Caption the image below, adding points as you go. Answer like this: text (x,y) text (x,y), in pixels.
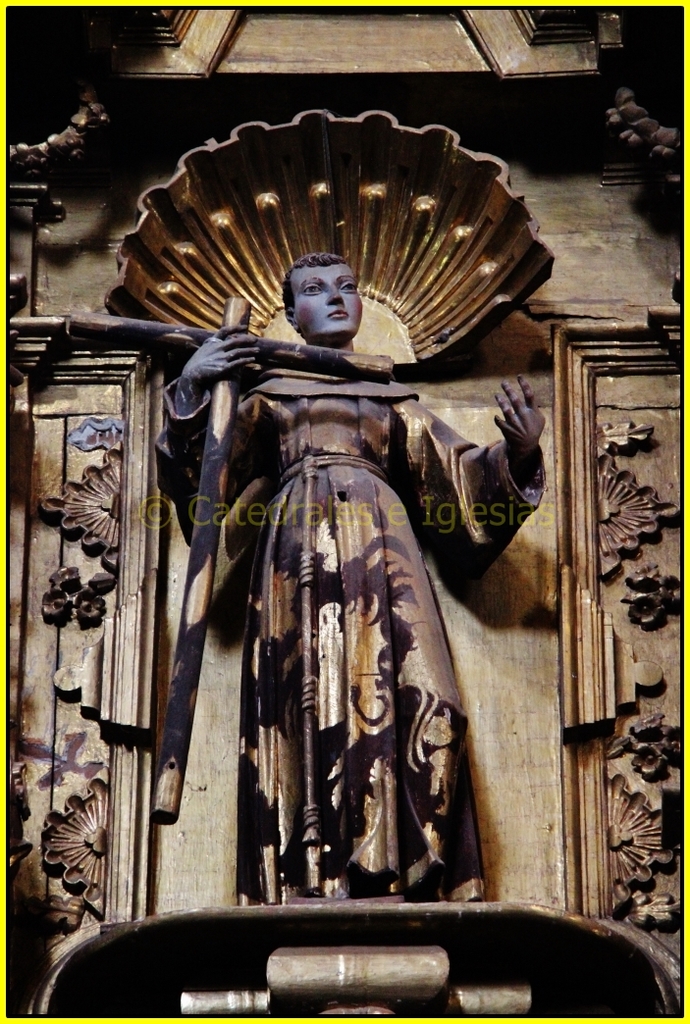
In this image there is a statue (317,425) and designed wall (651,658). In the middle of the image (326,516) there is a watermark (451,520).
